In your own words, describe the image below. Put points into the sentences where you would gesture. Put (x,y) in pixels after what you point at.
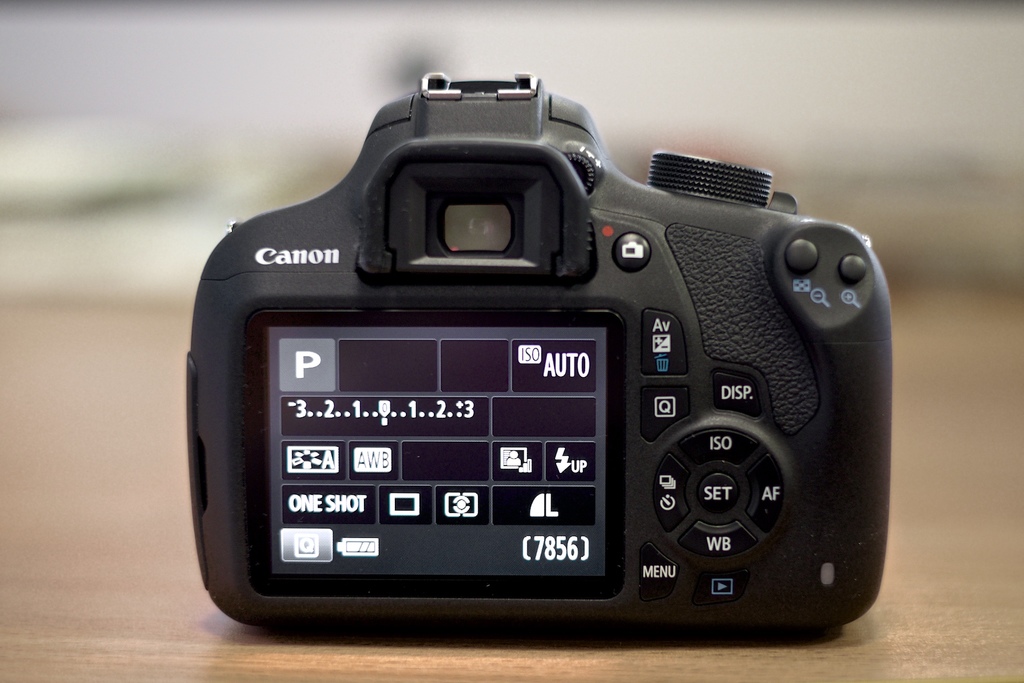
There is a camera (474,241) with a screen (428,361), buttons (727,481) and something written on that. In the background (808,114) it is blurred.
